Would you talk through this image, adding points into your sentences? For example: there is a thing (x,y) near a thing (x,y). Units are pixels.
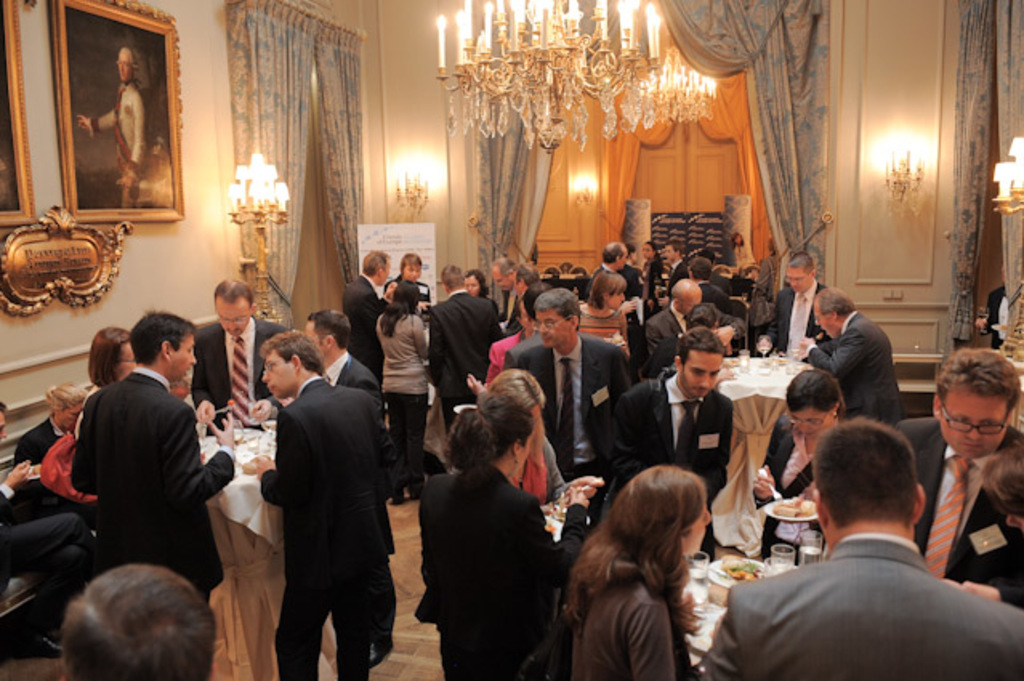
People (244,294) are in groups (821,353) standing at tables (729,395) are talking among themselves at a party.
